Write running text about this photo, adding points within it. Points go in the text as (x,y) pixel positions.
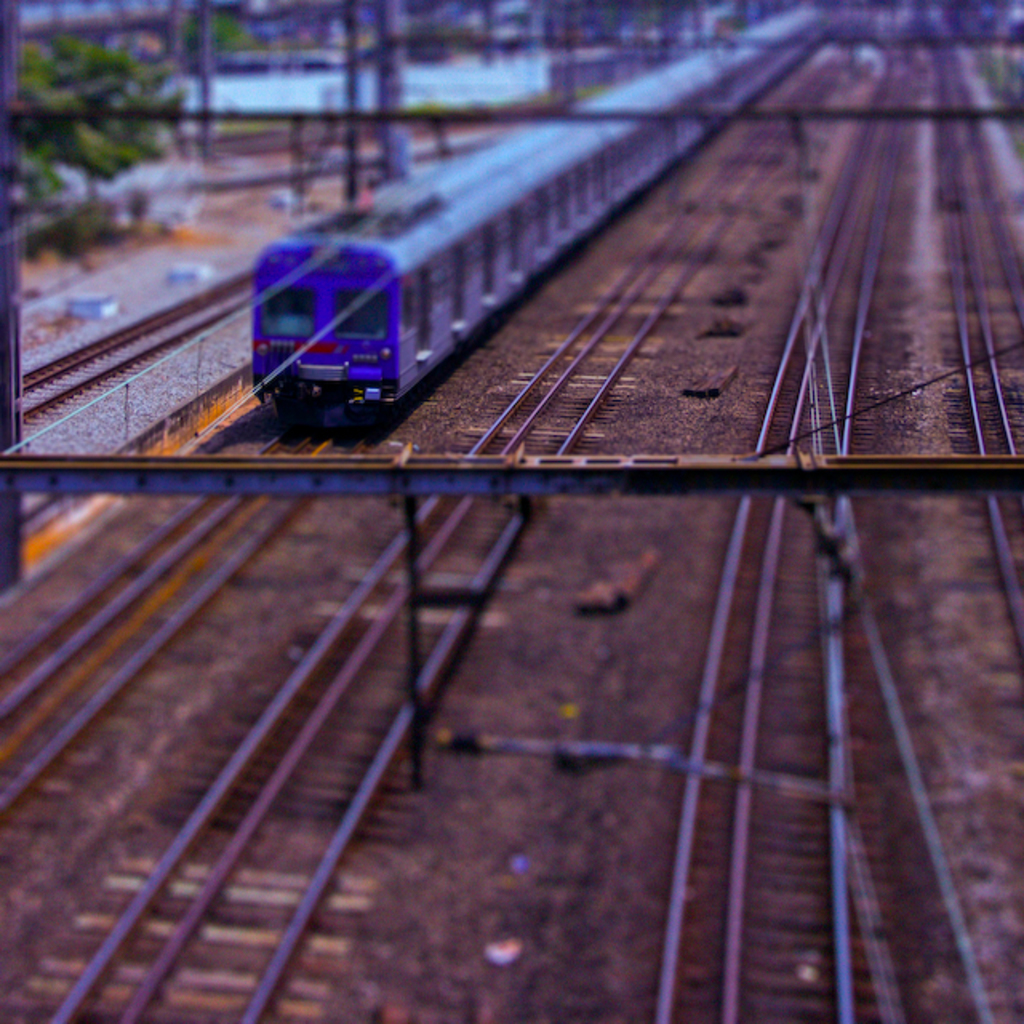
In this picture we can see a train (432,336) on a railway track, beside this train (422,341) we can see many railway tracks (603,305) and in the background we can see trees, some objects (865,14) and it is blurry.
